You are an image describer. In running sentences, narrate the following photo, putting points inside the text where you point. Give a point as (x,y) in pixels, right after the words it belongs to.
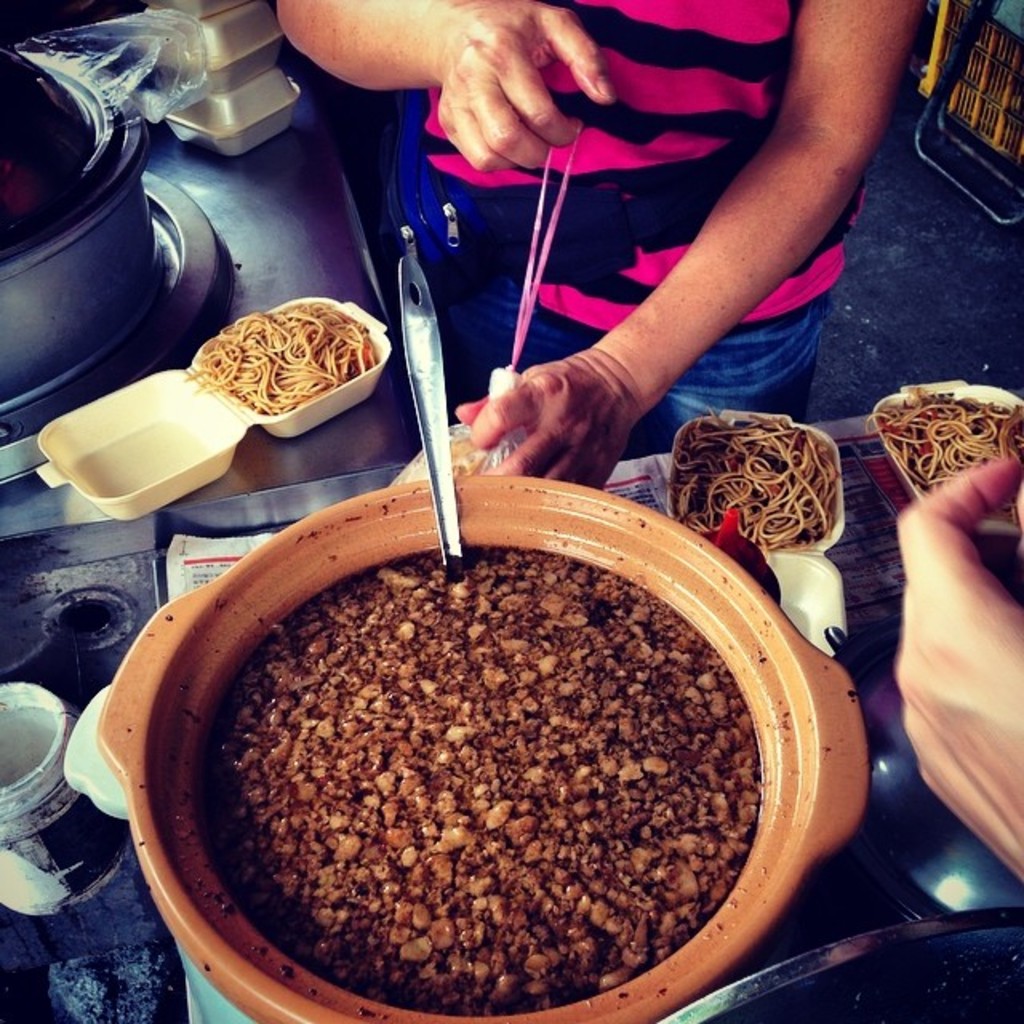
In this picture there is a person (824,50) who is holding a plastic cover (508,367). The person (532,337) is standing near to the platform (291,265). In the platform (262,265) I can see the bowl (245,1006), noodles (246,393), cups (41,868), plastic covers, plates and other objects (12,331). On the right (978,732) I can see the person's hand (953,641). In the top right corner (1009,138) I can see the crate (1016,157) which is placed on the ground (914,157).
